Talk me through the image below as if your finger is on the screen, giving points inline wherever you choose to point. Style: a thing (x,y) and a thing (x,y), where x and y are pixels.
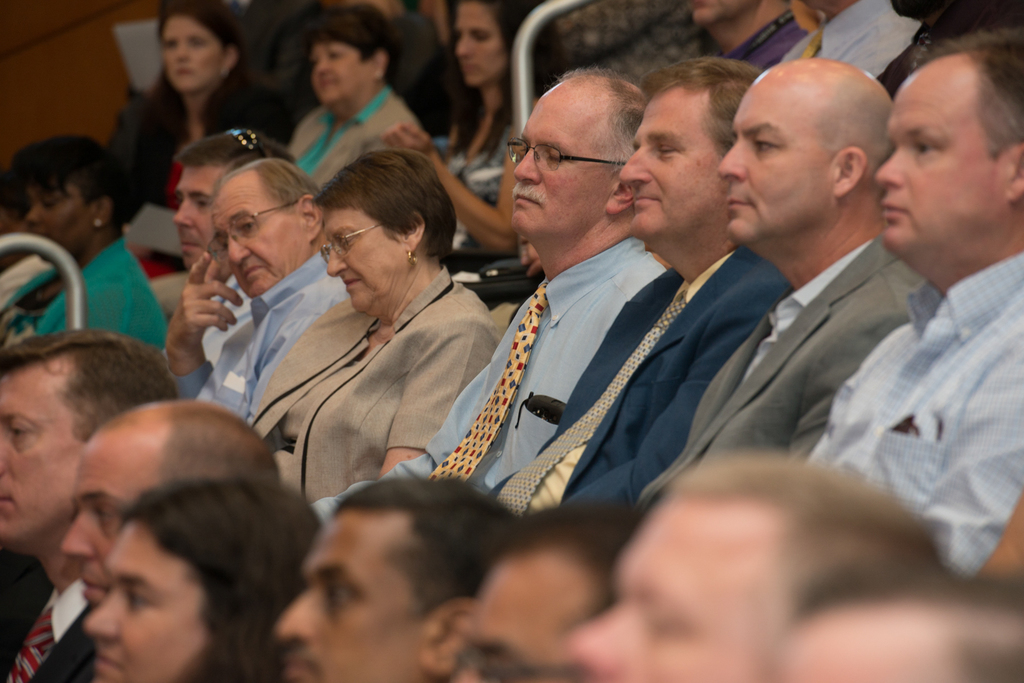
In this picture we can see some people (460,218) sitting, three persons (546,256) in the middle (363,248) wore spectacles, there are two metal rods (519,47) in the middle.
